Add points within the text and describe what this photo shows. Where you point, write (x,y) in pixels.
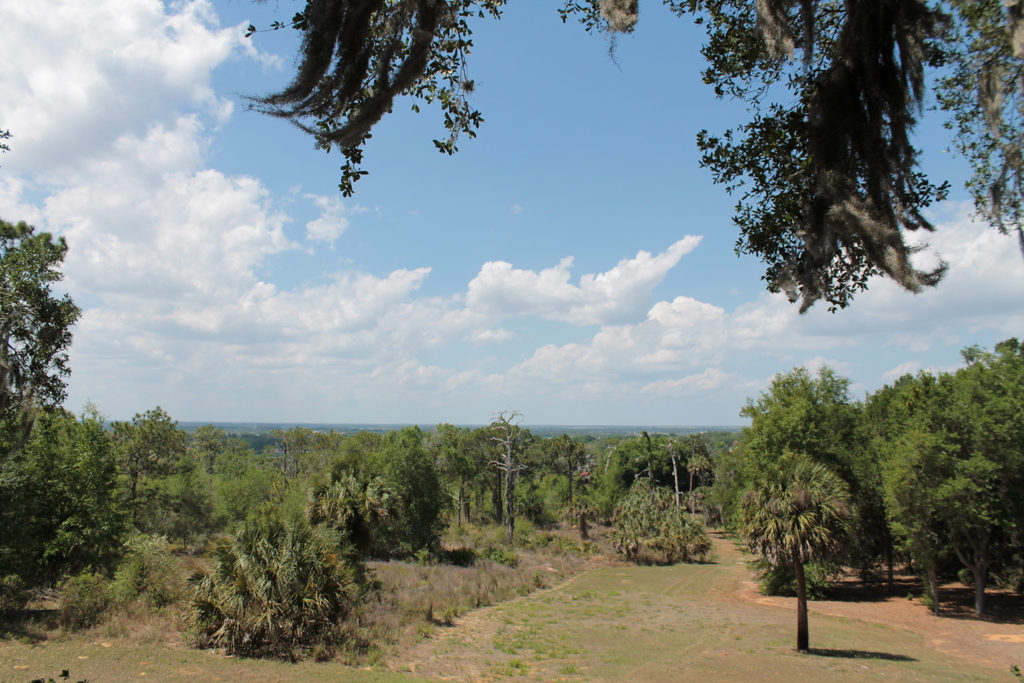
In this image there are some trees (509,539) in the bottom of this image (426,490) and there is a cloudy sky (336,339) in the background (407,259). There are some leaves (783,59) of a tree (833,47) on the top of this image (809,101).
